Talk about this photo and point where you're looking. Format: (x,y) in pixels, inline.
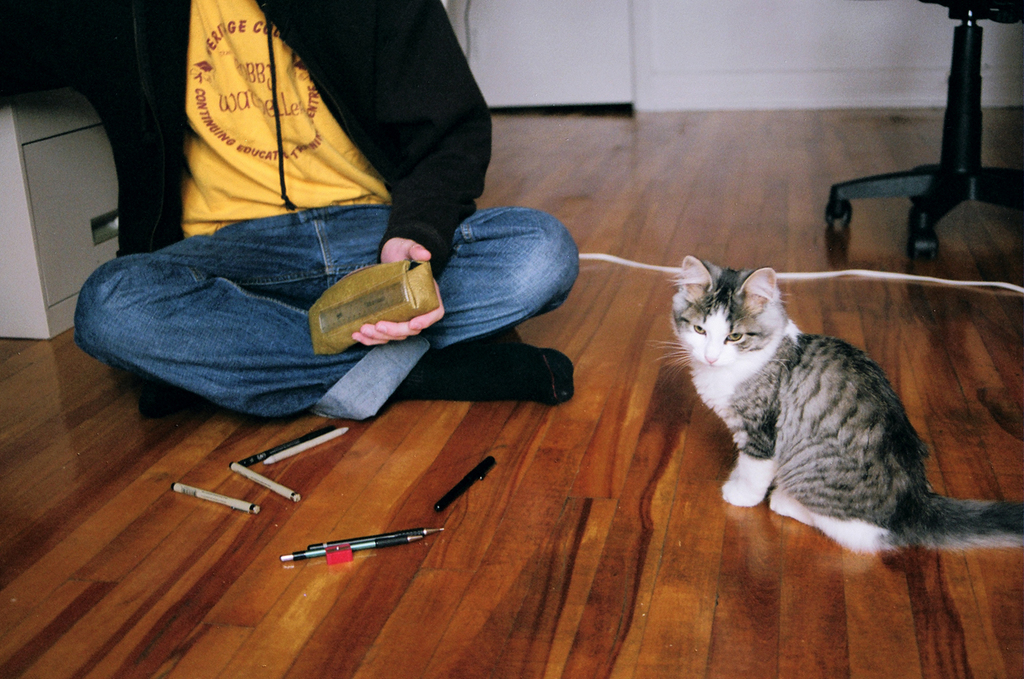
In this picture we can see a person (394,209) and a cat (725,406) is seated on the floor (704,534), in front of the person (331,230) we can see few pens (301,448) and a sharpener (333,556), beside to the cat (760,297) we can find a cable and a chair (958,175).
